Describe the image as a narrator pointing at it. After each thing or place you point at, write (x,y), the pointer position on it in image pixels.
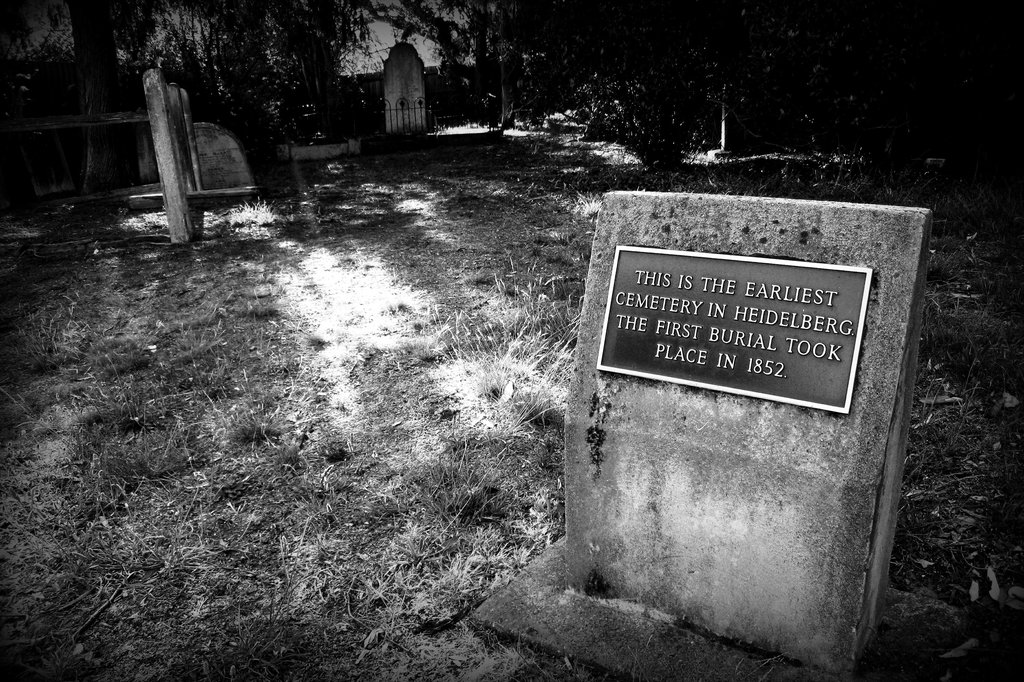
This is a black and white picture. The picture is taken in cemetery (365,301). In this picture there are shrubs (553,297) and gravestones (385,108). In the background (362,52) there are trees (588,51).
